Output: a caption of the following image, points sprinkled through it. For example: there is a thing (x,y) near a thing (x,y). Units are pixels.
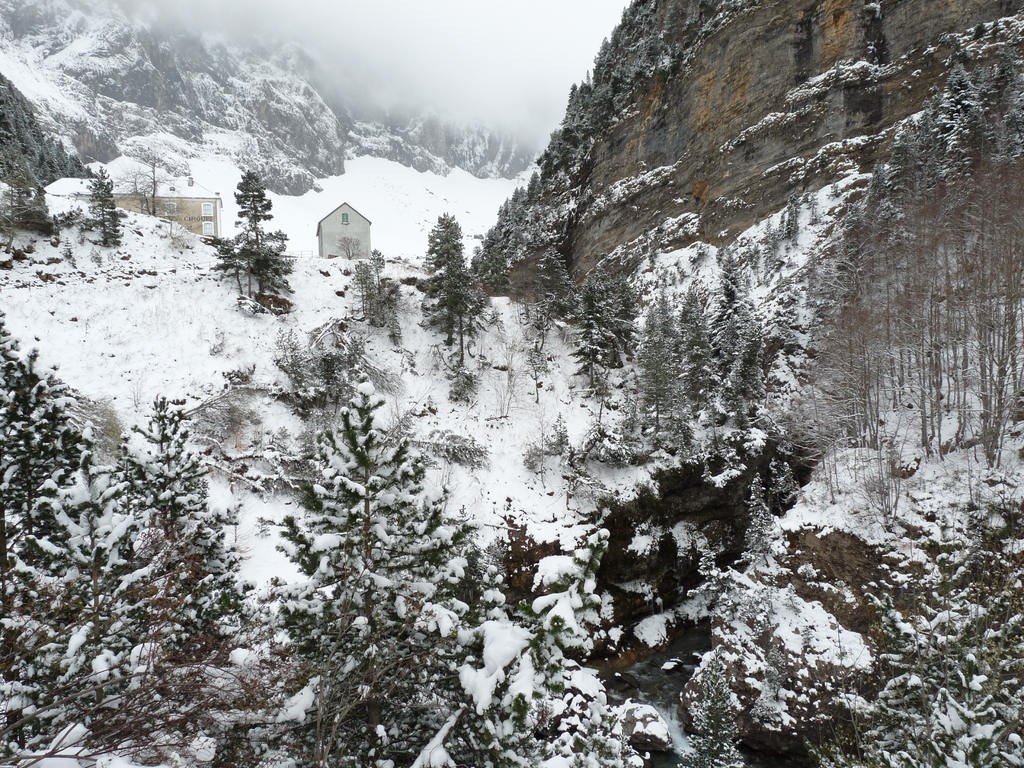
In this image there are mountains (698,131). On the mountains (463,234) there are trees (554,581) and houses (207,214). There is snow (508,322) on the trees (300,433) and on the mountains (324,165).
